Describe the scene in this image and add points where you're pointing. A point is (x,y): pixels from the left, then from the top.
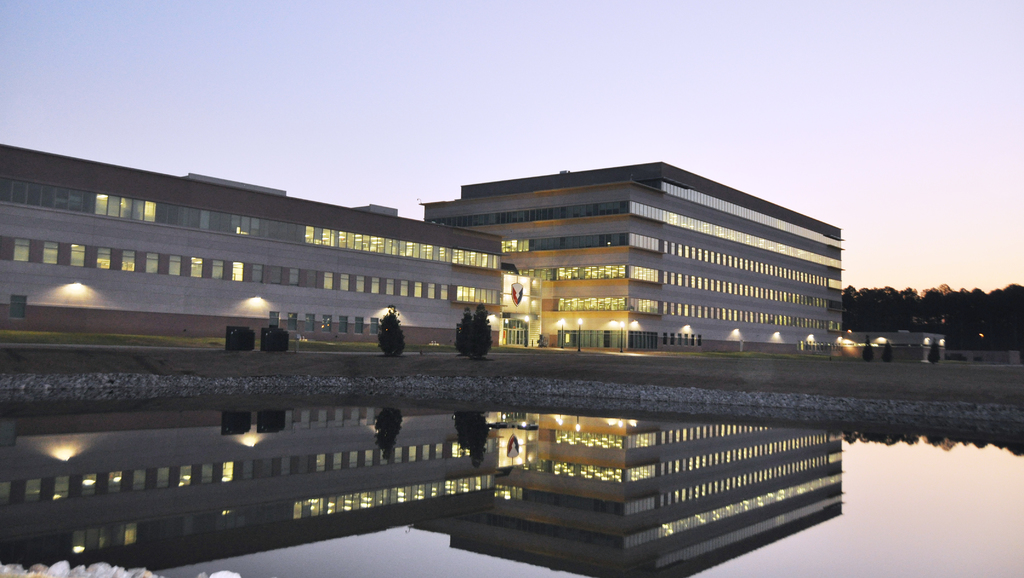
In the picture I can see the water (353,438), trees (937,320), building (539,315), lights (524,317) and the plain sky (750,49) in the background (351,203).
